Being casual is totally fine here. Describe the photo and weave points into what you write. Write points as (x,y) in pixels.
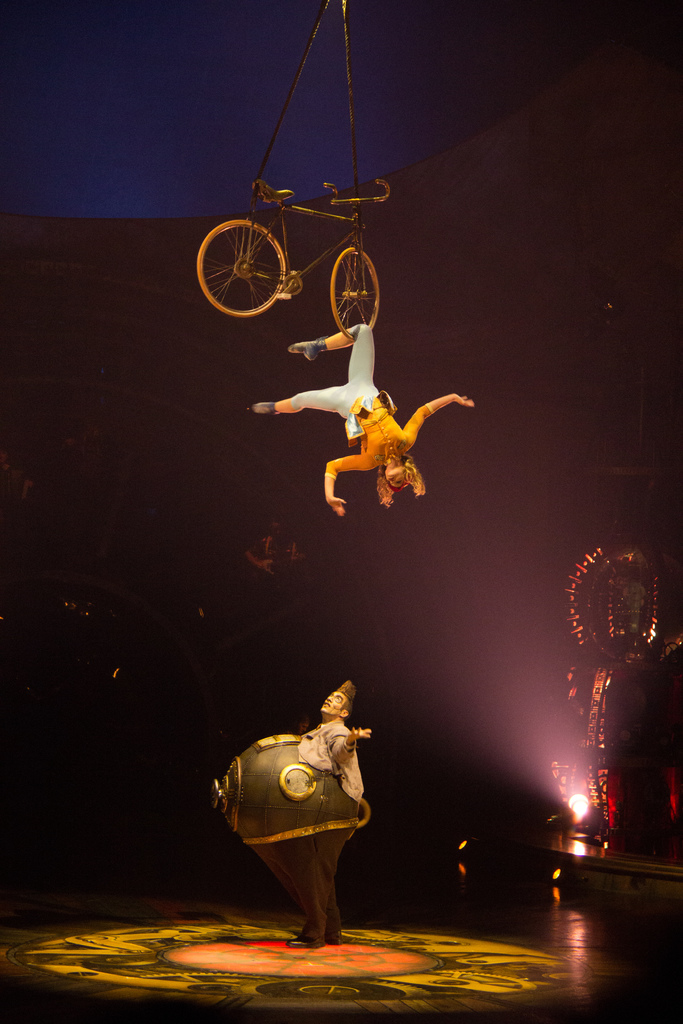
In this image I can see the two people (312,836) wearing the costumes (309,851). I can see one person (334,466) and the bicycle (301,285) in the air. To the right (578,816) I can see the light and an object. And there is a black and blue background (146,345).
